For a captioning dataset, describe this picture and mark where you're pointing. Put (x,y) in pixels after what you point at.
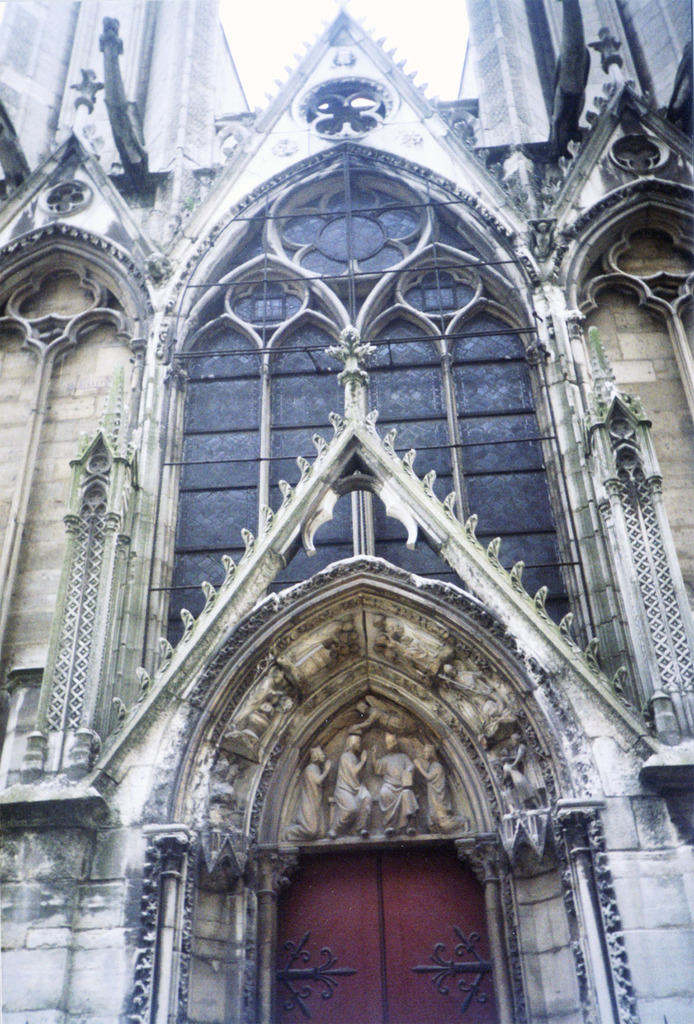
In this picture I can see the church (382,843) and building (443,272). At the bottom (406,969) there is a door (437,986), above the door (430,947) I can see the statues (405,774) on the wall (273,778). In the center (409,421) I can see the glass partition (430,456) and cross mark (361,383). At the top (261,8) there is a sky (266,18).
